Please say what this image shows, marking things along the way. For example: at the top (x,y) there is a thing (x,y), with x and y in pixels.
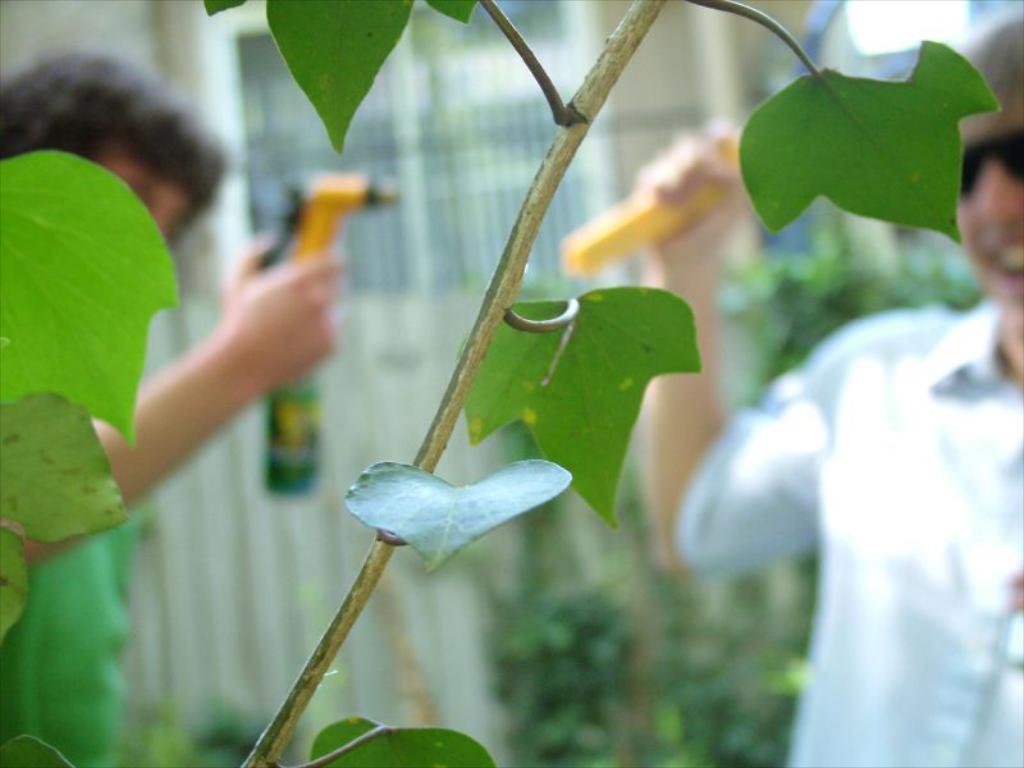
In the foreground of this image (536,383), there are leaves (570,403) to a stem (450,422). Behind it, there are two people (822,456) standing and holding objects (333,227) and the background (461,131) image is blur.
